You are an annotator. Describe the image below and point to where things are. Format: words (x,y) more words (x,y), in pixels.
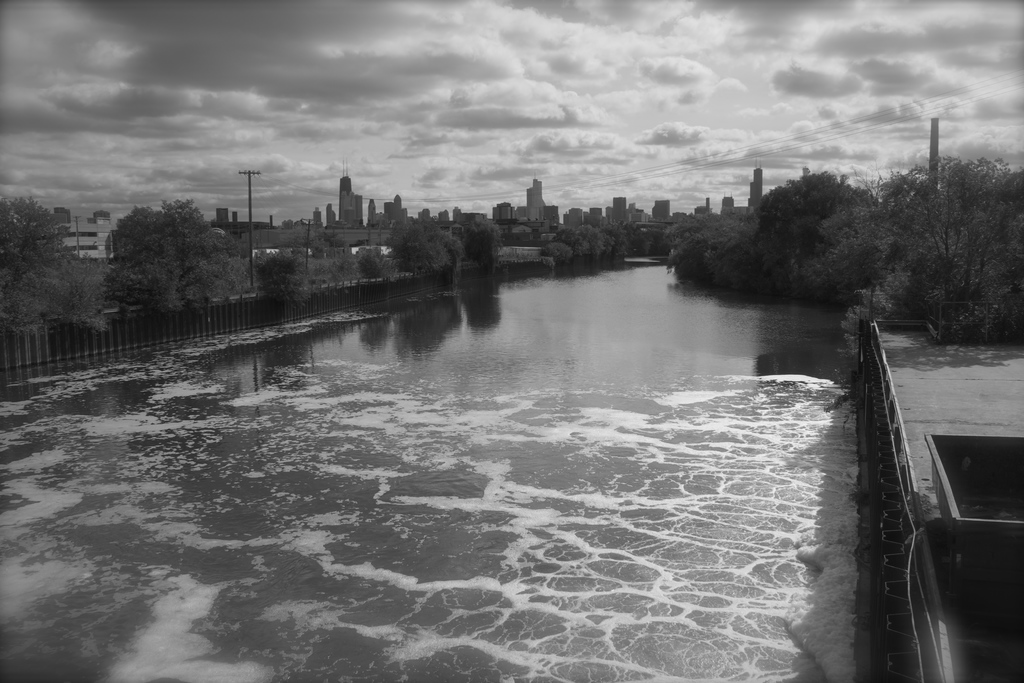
In this image I can see the water (196,556). To the right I can see the railing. On both sides of the water (364,403) I can see many trees (157,291). In the background (351,198) I can see the poles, buildings (393,219), clouds (464,126) and the sky (448,40).
